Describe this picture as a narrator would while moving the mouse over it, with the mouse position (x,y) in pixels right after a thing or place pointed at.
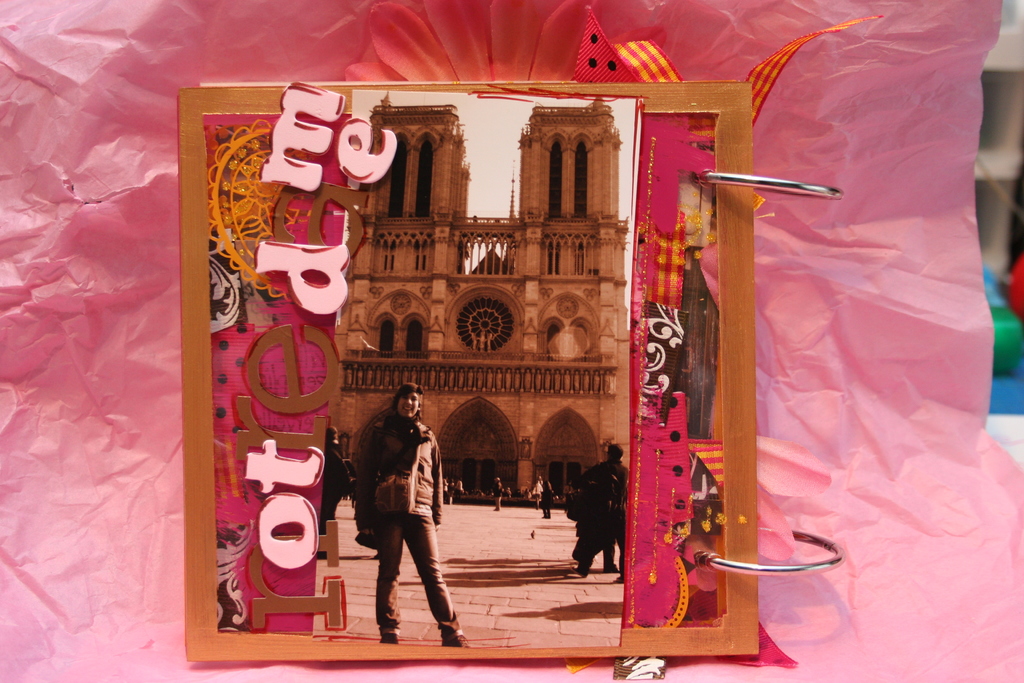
In this image at the center (520,400) there is a photo frame (405,371) attached to the paper (108,474).
